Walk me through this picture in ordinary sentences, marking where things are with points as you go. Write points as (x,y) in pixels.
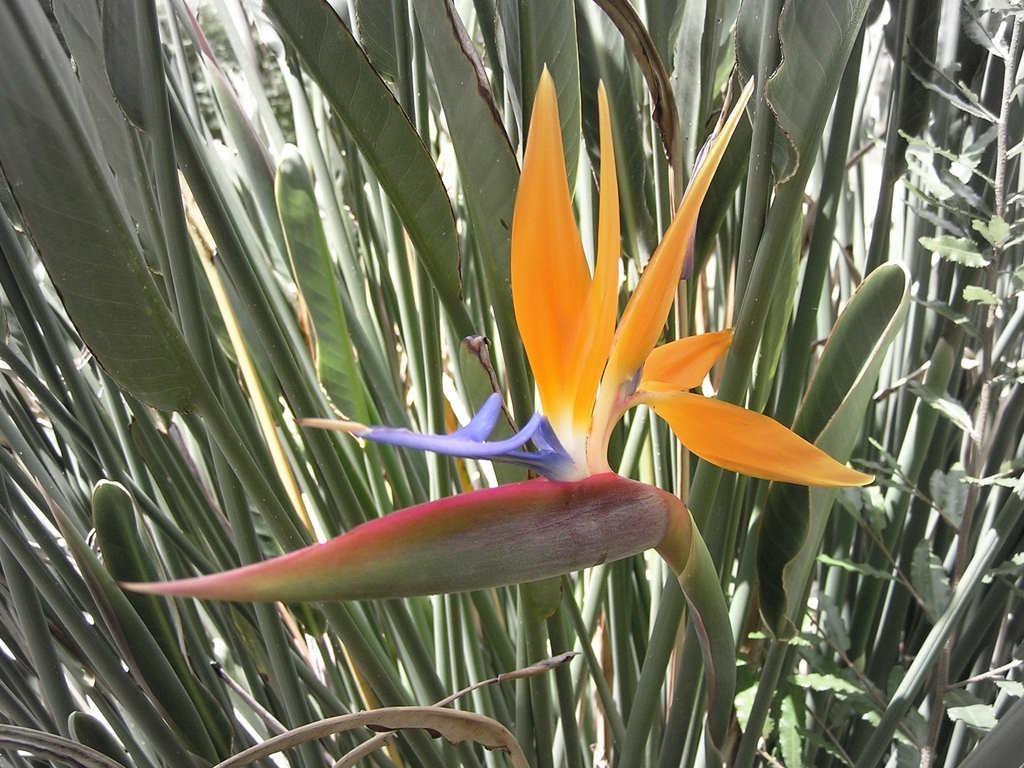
On the right side (758,600), there is a plant (717,621) having a flower (573,467) and green color leaves (711,718). In the background (542,729), there are plants (89,312).
